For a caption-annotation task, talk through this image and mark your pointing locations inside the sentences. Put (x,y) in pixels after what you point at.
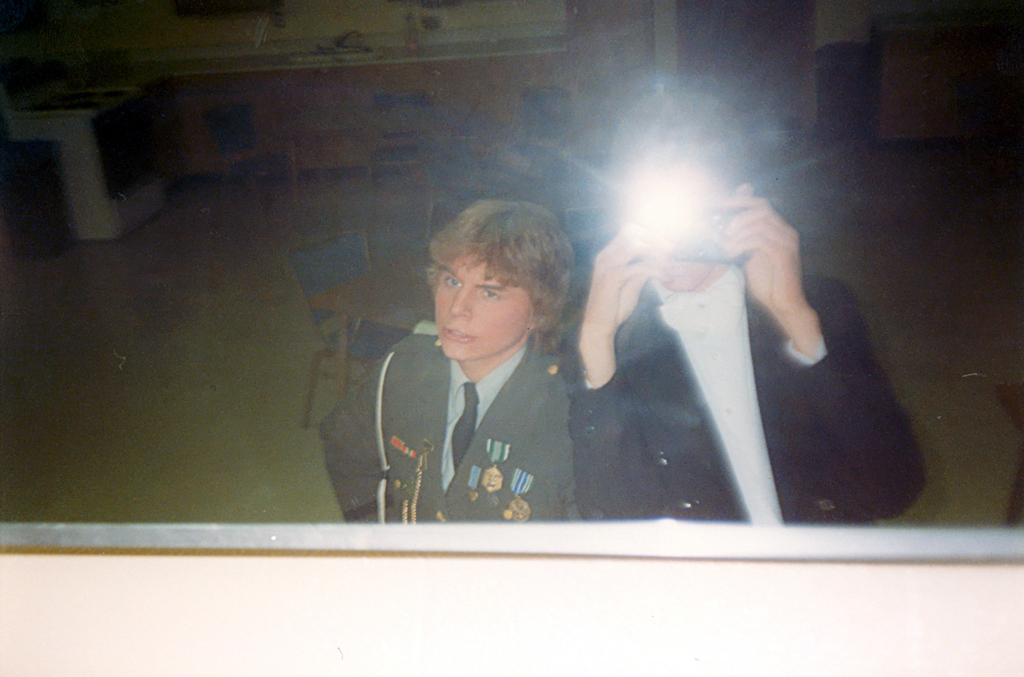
In the image there is a person (649,380) in black dress (649,380) holding camera (703,251) and a boy (435,414) standing beside him in military uniform (533,416), they are taking selfie in the mirror (268,161) and in the back (326,73) there are some things (314,321) in front of the wall (888,117).
